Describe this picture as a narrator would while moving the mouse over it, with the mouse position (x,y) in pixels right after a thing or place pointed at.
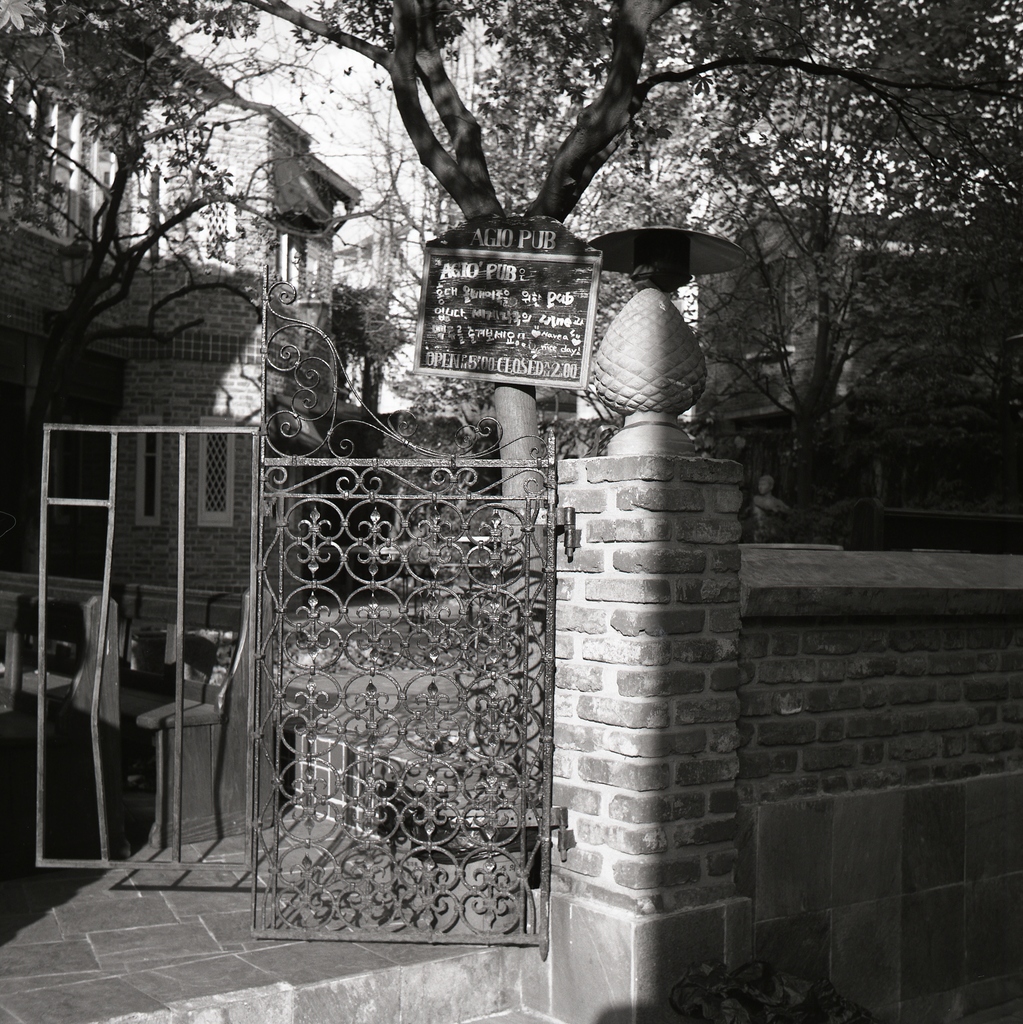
This image is a black and white image. This image is taken outdoors. In the background (269,274) there are a few buildings (274,323) with walls (243,345), windows (204,489) and roofs (347,183). There are a few trees (735,152). In the middle of the image (416,528) there is a wall (642,936) with a gate (256,669) and there are a few benches (235,743) on the floor (274,973). There is a board (478,334) with a text (465,329) on it.
